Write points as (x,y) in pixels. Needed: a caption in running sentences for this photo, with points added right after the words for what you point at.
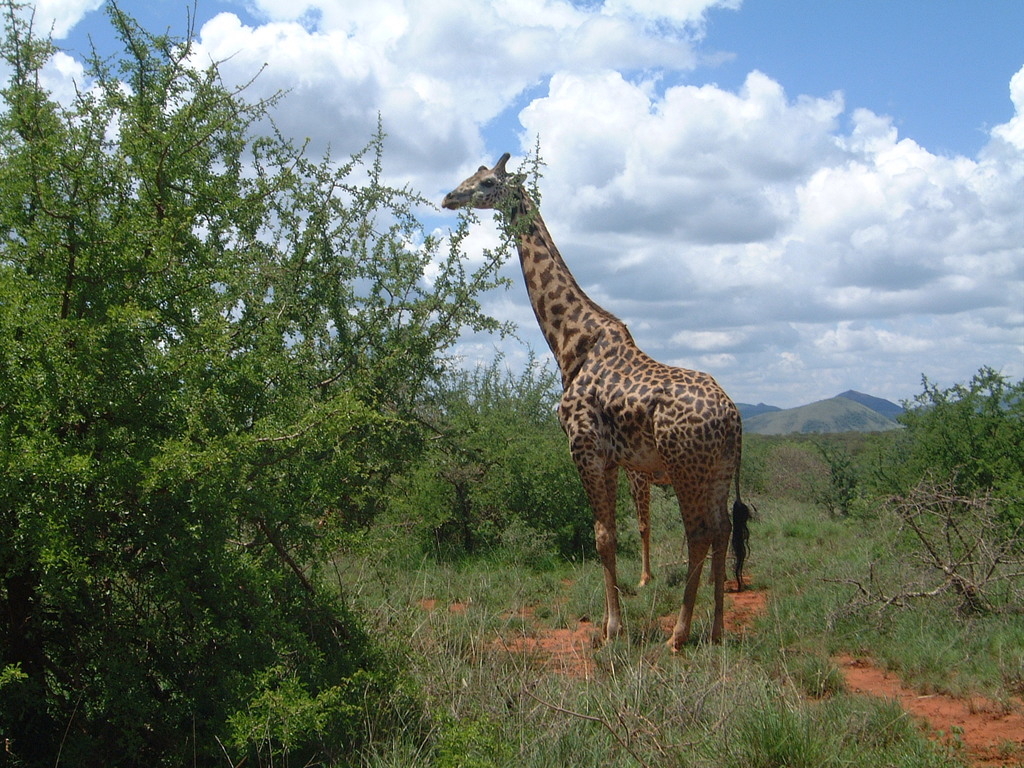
In this image there is a giraffe (549,254) standing on a grassland (878,569) and there are plants (450,458), in the background (801,422) there are mountains (812,403) and the sky (735,80).
